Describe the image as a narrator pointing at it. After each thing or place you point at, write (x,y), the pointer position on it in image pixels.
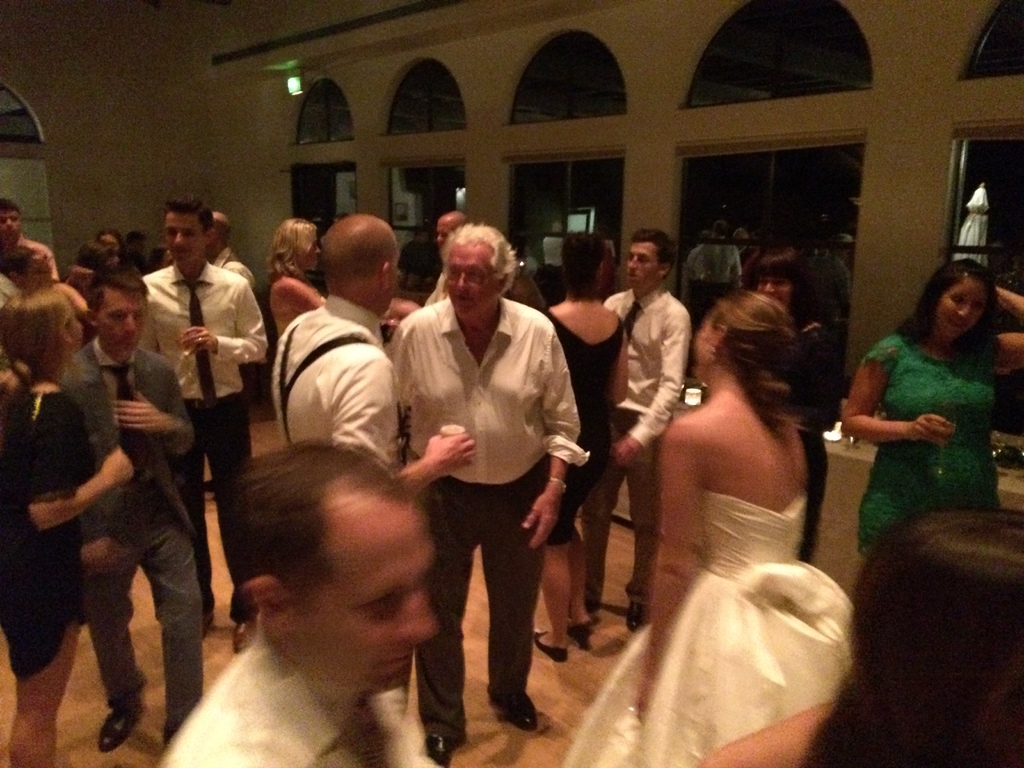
In this image I can see people (314,389) are standing on the floor (478,586). In the background (611,208) I can see windows (589,208) and a wall (124,108).
